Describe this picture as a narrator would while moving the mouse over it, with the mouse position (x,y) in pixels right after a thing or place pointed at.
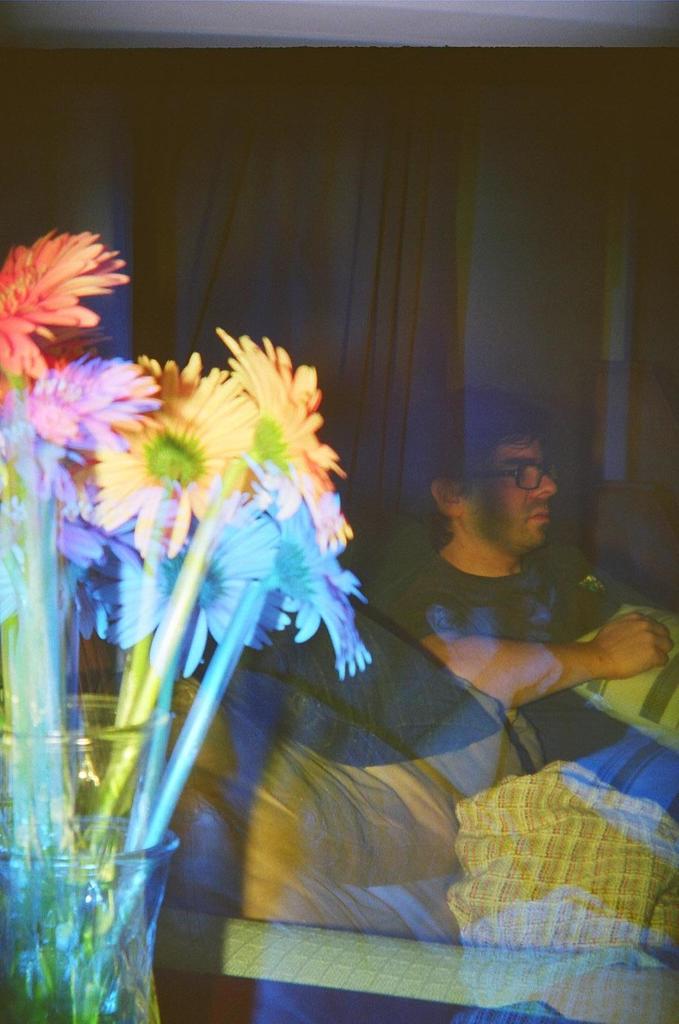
In this picture we can see a few flowers (157,592), stems (132,756) and glass objects (81,801). We can see a person (442,573), a pillow (656,680) and other objects (622,879).
